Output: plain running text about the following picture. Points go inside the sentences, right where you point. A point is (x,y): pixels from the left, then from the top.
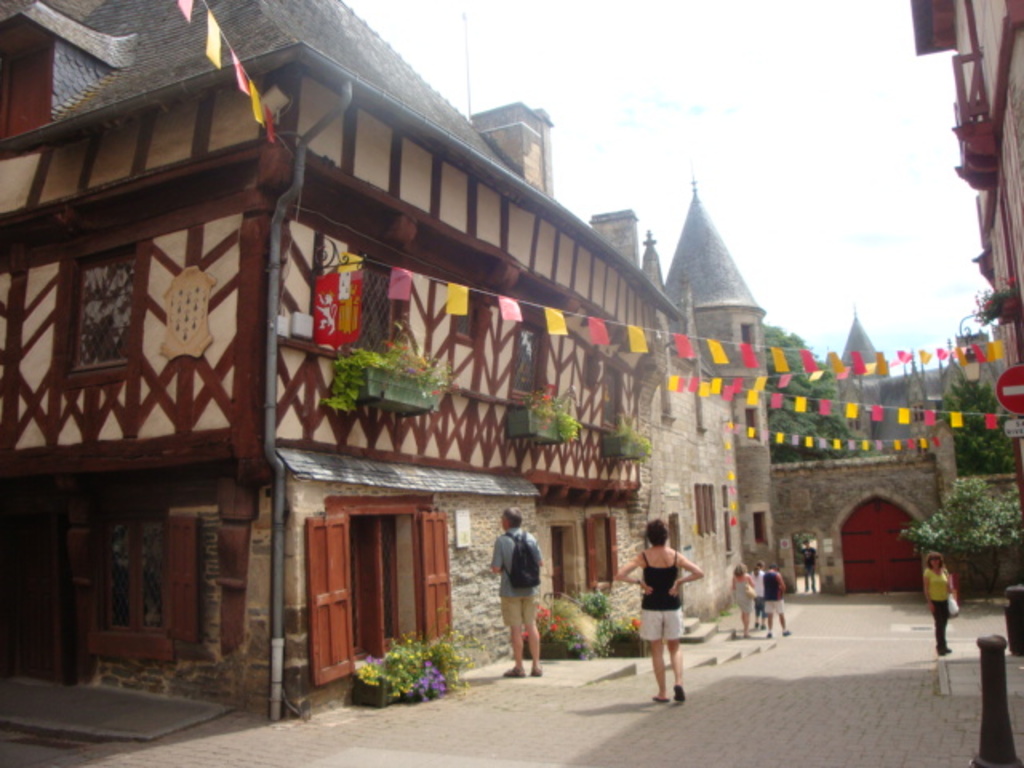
In this image, we can see people (665,559) and some of them are wearing bags (529,576). In the background (505,349), there are buildings (217,277), flags (993,348), trees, flower pots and we can see a gate (896,539) and some poles (988,671). At the top (604,106), there is sky (702,125) and at the bottom (498,727), there is a road (648,714).
